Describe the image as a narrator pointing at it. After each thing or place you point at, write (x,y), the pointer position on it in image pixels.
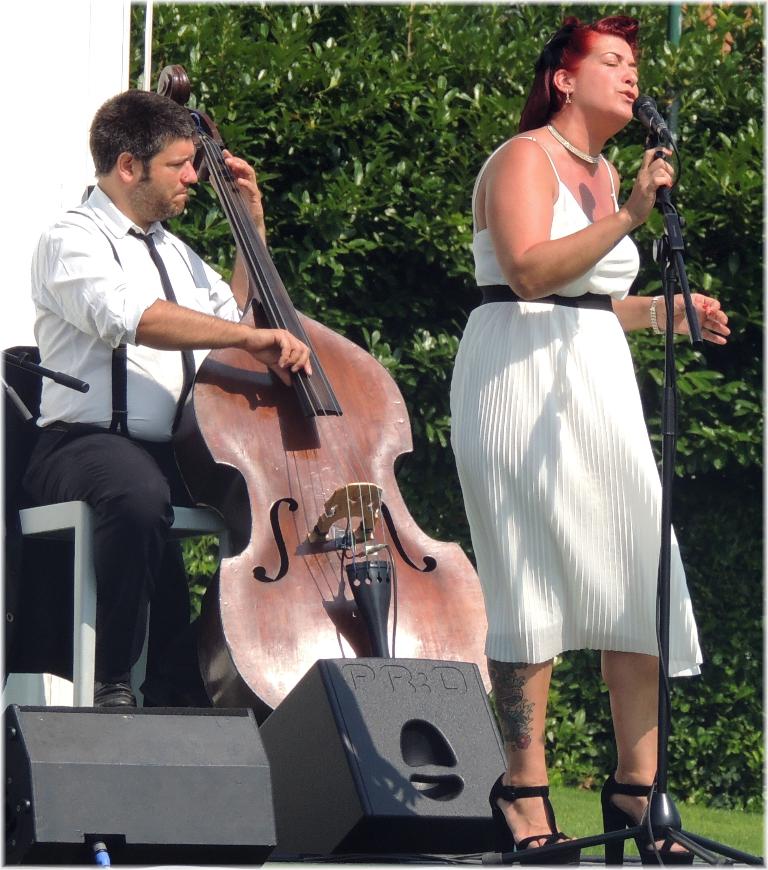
This image consist of two persons (500,413). The woman (515,449) is standing and wearing a white dress (547,496). To the left (62,395), the man (67,480) is sitting and wearing white shirt (104,385) and playing a double bass (299,585). At the bottom (275,772), there are two speakers (268,729). In the background (398,118), there is a hedge (340,55) and wall (64,33).
